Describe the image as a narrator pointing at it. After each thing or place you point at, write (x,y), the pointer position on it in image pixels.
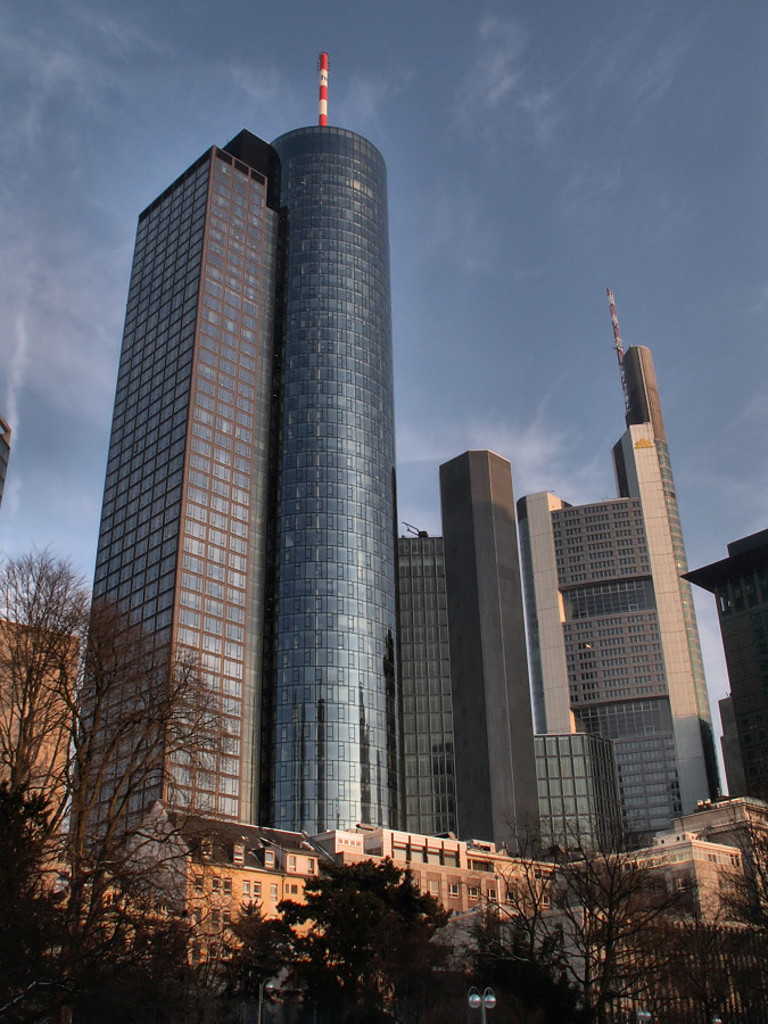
In this image in the front (135,812) there are trees (89,898). In the background (161,566) there are buildings (500,574) and the sky (607,223) is cloudy.
